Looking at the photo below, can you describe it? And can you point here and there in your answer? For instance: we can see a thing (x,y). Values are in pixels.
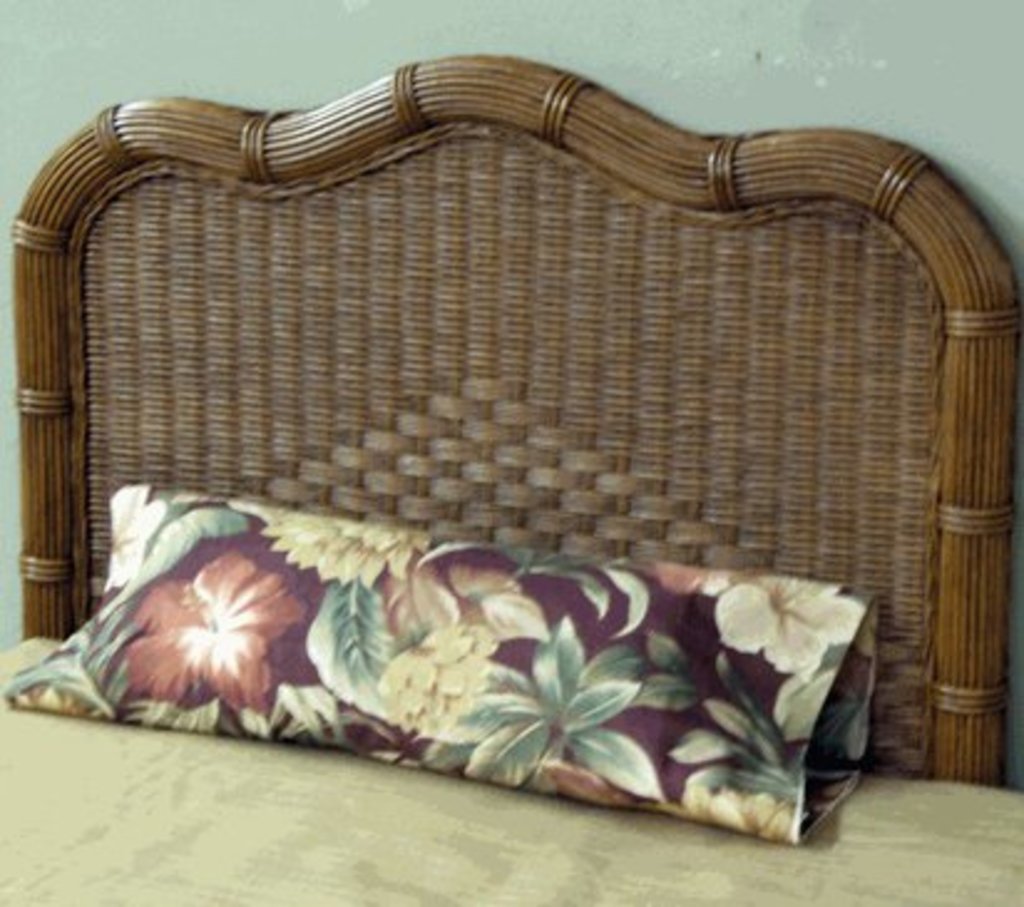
Here we can see a top side (468,90) of a bed (6,671) and a pillow (554,655) present on it
